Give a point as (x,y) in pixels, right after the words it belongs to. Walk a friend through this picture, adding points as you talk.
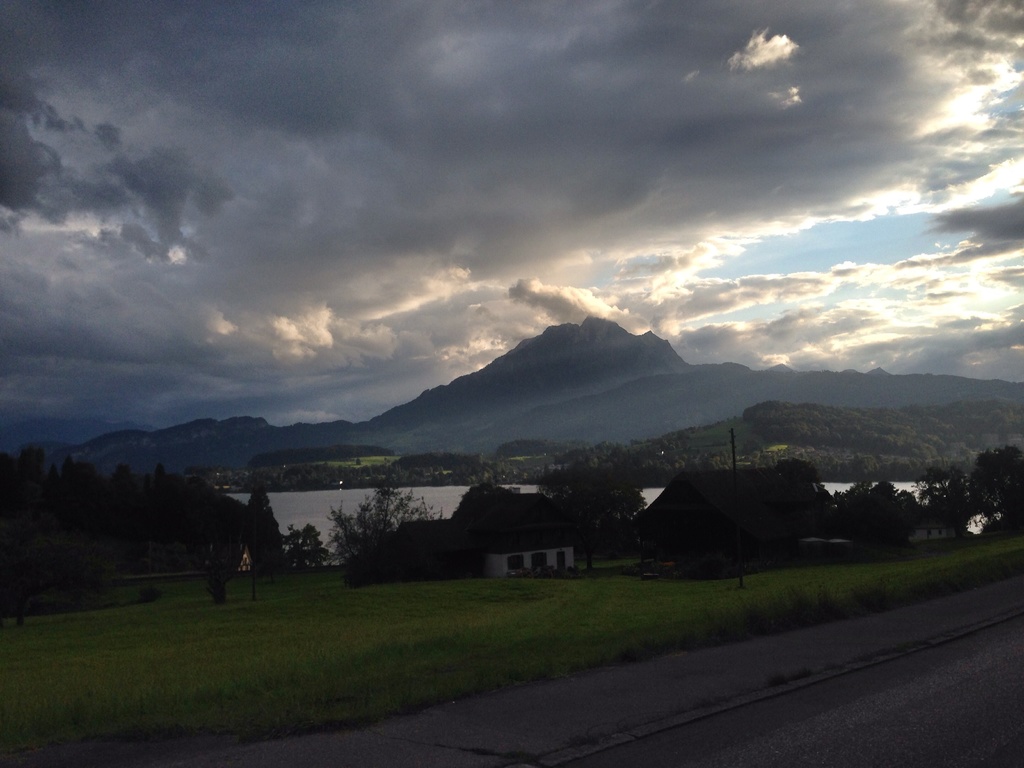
This image is clicked outside. There is water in the middle (358,492). There are trees (585,492) in the middle (434,462). There are mountains (436,413) in the middle (497,425). There is sky (662,153) at the top (632,147).
